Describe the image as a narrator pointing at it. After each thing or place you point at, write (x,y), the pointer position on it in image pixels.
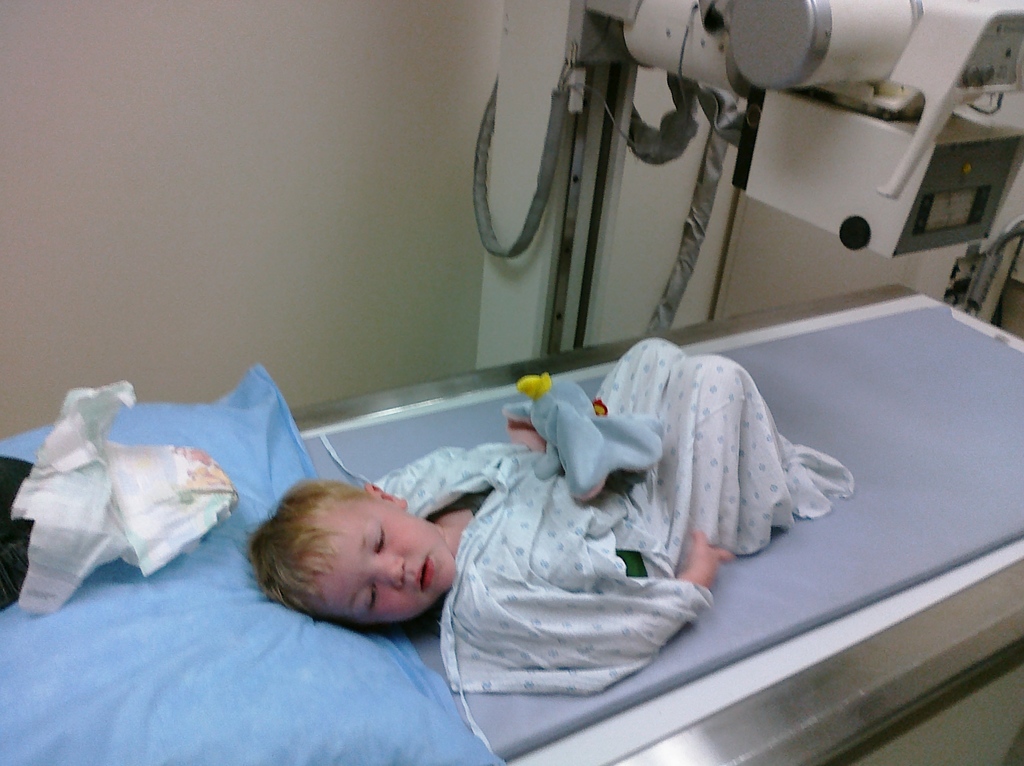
In this image there is a child (418,567) lay on the hospital bed (426,642), below his head (303,611) there is a pillow (213,683). On the pillow (160,670) there is a diaper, behind him there is a medical equipment (569,137).
